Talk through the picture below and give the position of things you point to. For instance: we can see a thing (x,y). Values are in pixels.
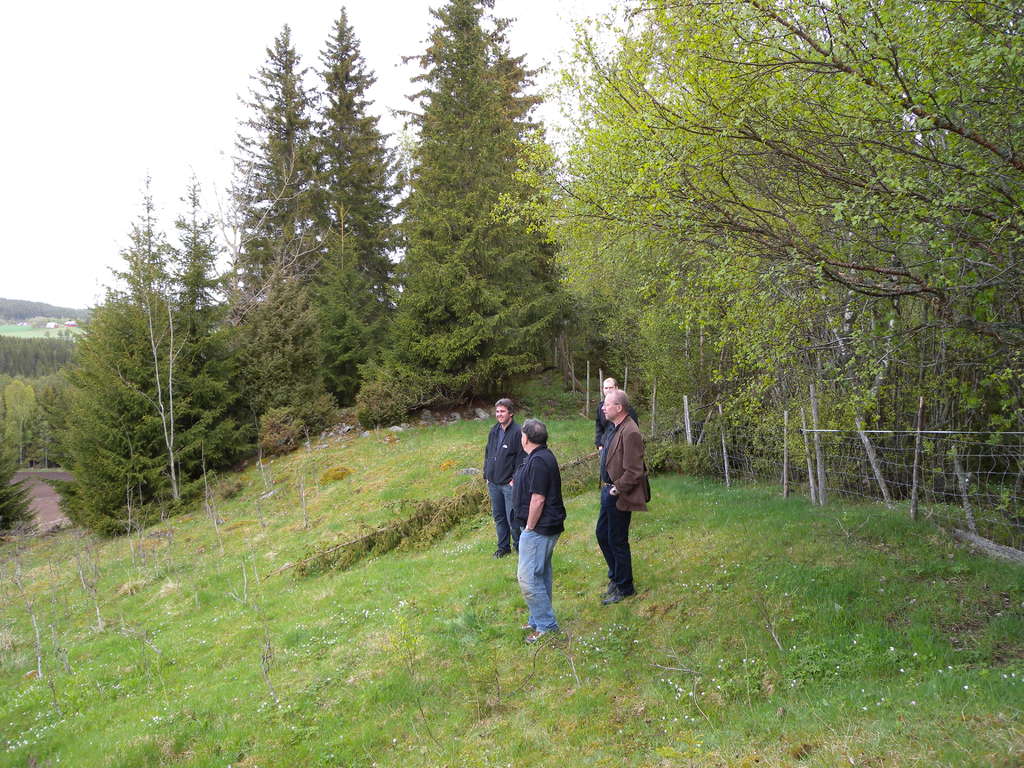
In this image there are four persons (632,436) standing in the middle of this image (588,491), and there is a grassy land (386,597) in the bottom of this image (462,626). There are some trees (439,319) in the background (630,293). There is a sky (215,91) on the top of this image (144,59). There is a fencing (783,444) on the right side of this image (829,465).
